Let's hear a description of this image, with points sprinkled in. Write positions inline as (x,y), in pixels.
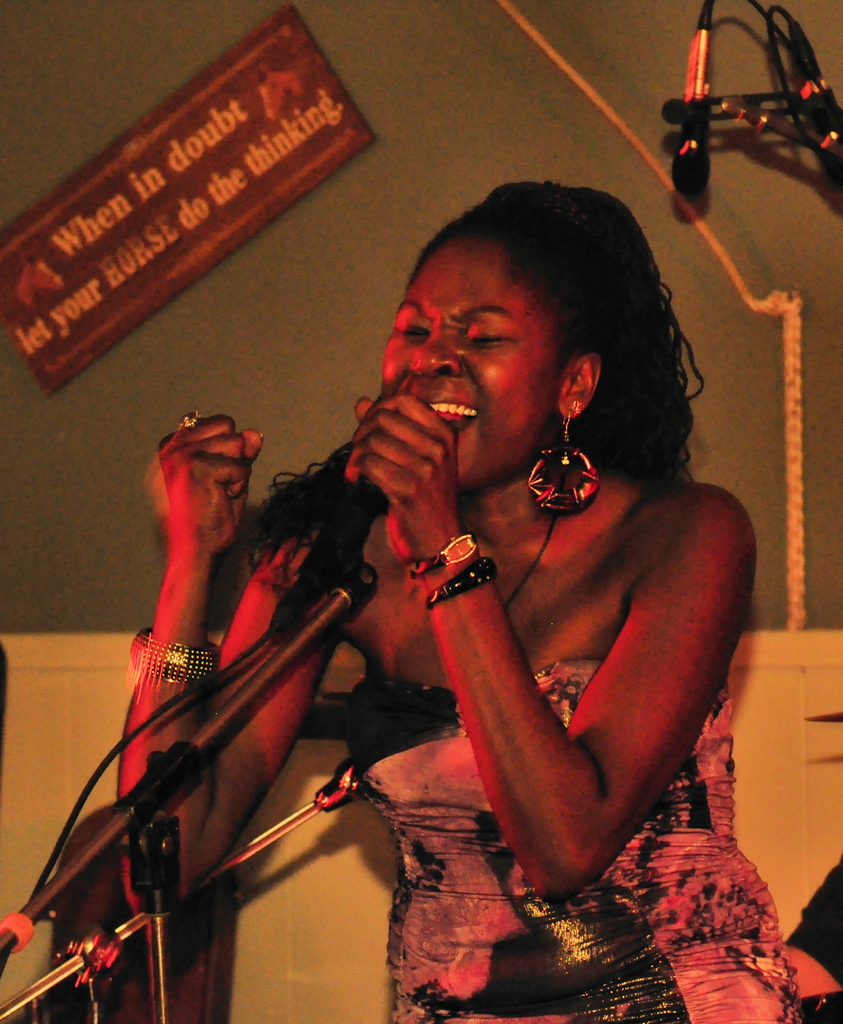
A woman (493,398) is standing holding microphone (305,589), this is board (247,232) on the wall (295,262).
